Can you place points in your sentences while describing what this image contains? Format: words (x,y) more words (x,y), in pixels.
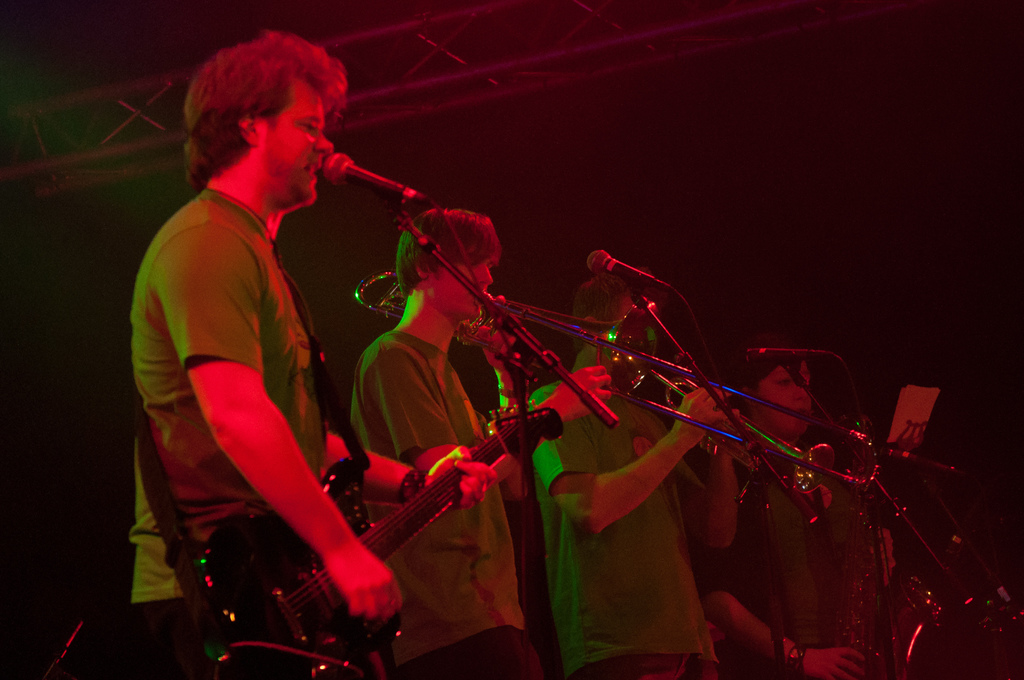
There are four persons (241,299), playing musical instruments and singing in front of mics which are attached to the stands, on a stage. In the background (140,170), there is a roof (579,46) and the background (11,263) is dark in color.
